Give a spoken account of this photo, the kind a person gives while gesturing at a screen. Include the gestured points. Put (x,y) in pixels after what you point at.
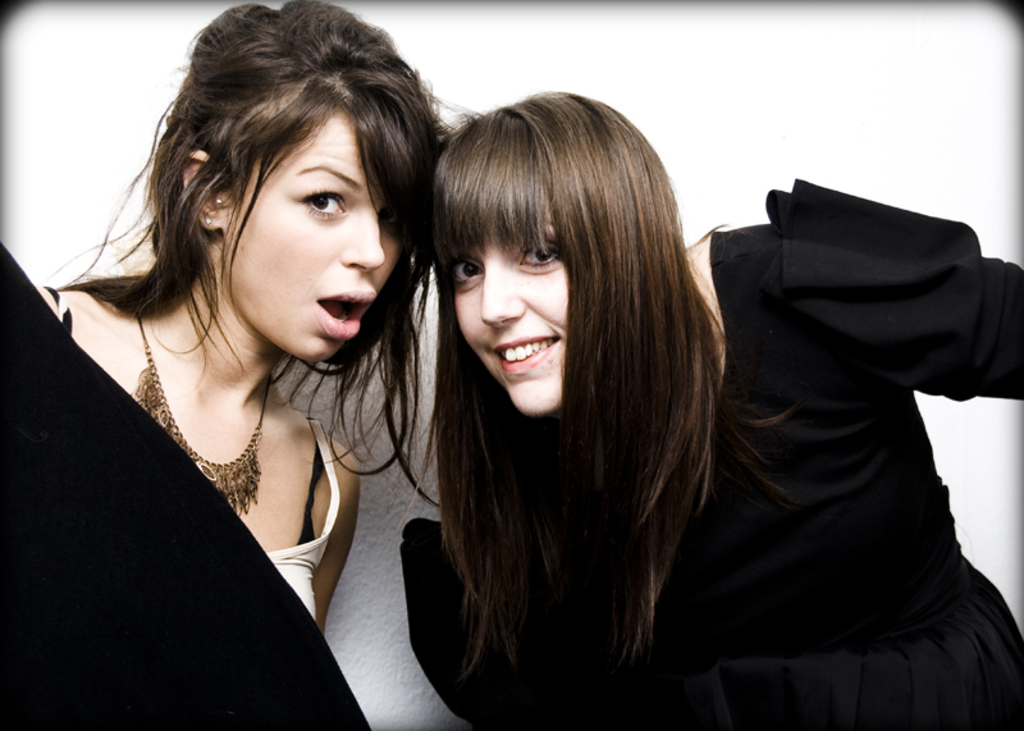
In this picture I can see couple of women (281,319) and a white color background (710,65).
